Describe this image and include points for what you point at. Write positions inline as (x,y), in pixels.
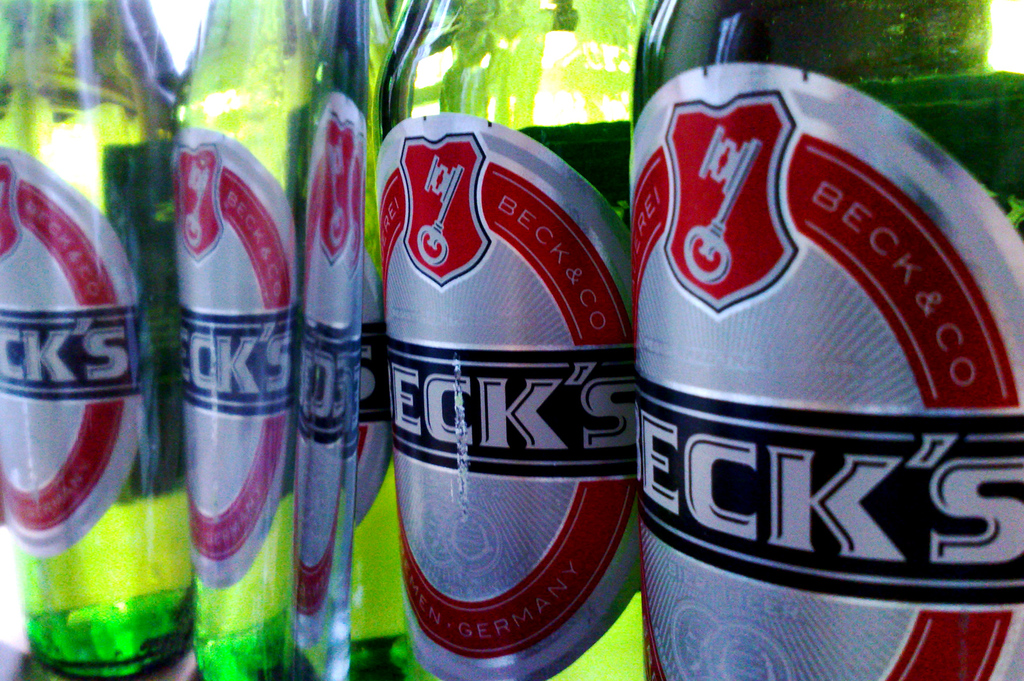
These look like beer bottles (651,76) which are green in color. This is a label (447,302) attached to the bottle (572,91).
